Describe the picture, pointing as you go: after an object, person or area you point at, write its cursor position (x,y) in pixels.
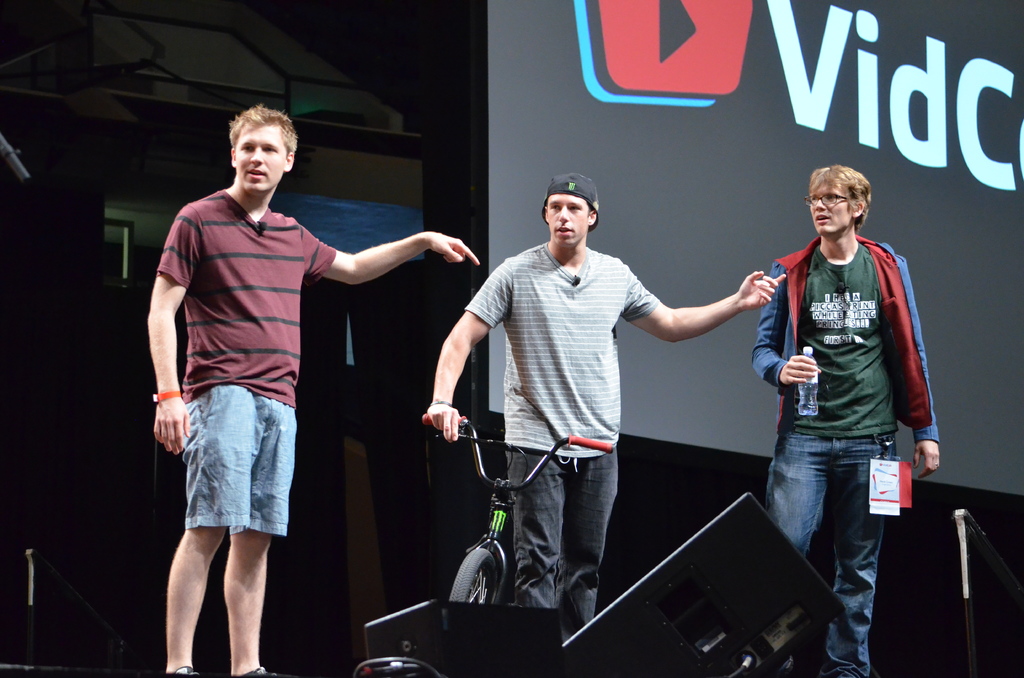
In this image we can see three persons (537,311), one of them is holding a bicycle (546,454), another person (837,381) is holding a bottle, there are speakers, also we can see the wall (89,154), and there is a screen (958,272) with some text (858,43) on it.
